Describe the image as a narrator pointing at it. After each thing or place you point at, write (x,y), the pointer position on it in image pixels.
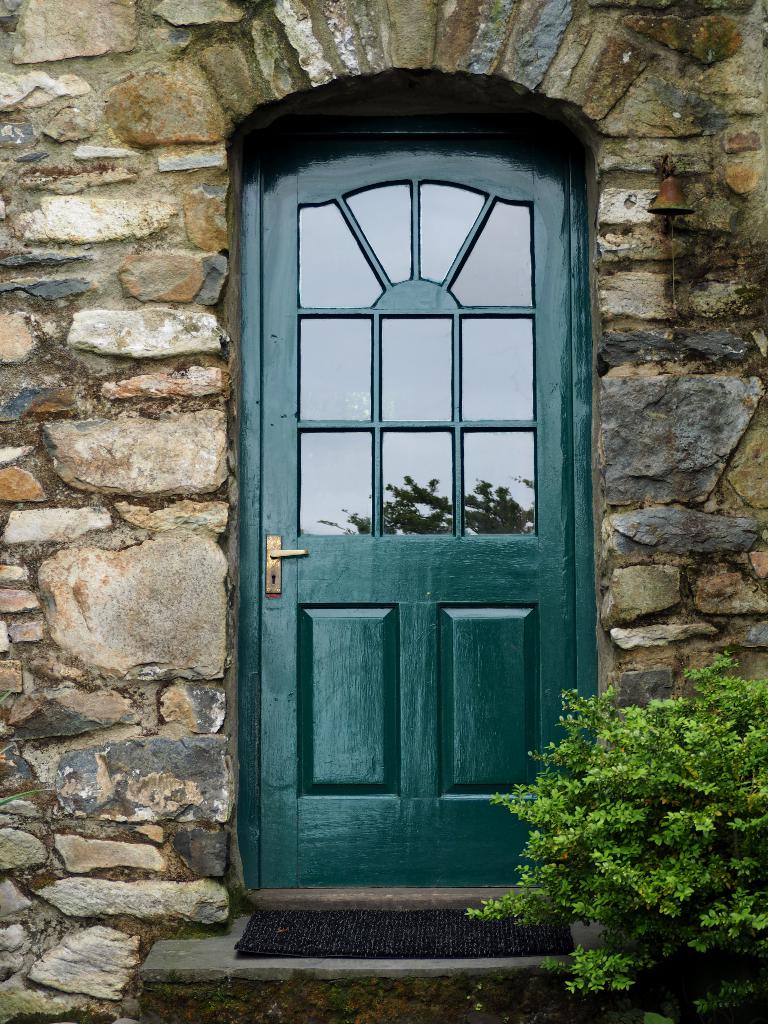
In the image in the center (443,539) there is a wall (96,386), door (419,758), staircase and plant (681,903).
